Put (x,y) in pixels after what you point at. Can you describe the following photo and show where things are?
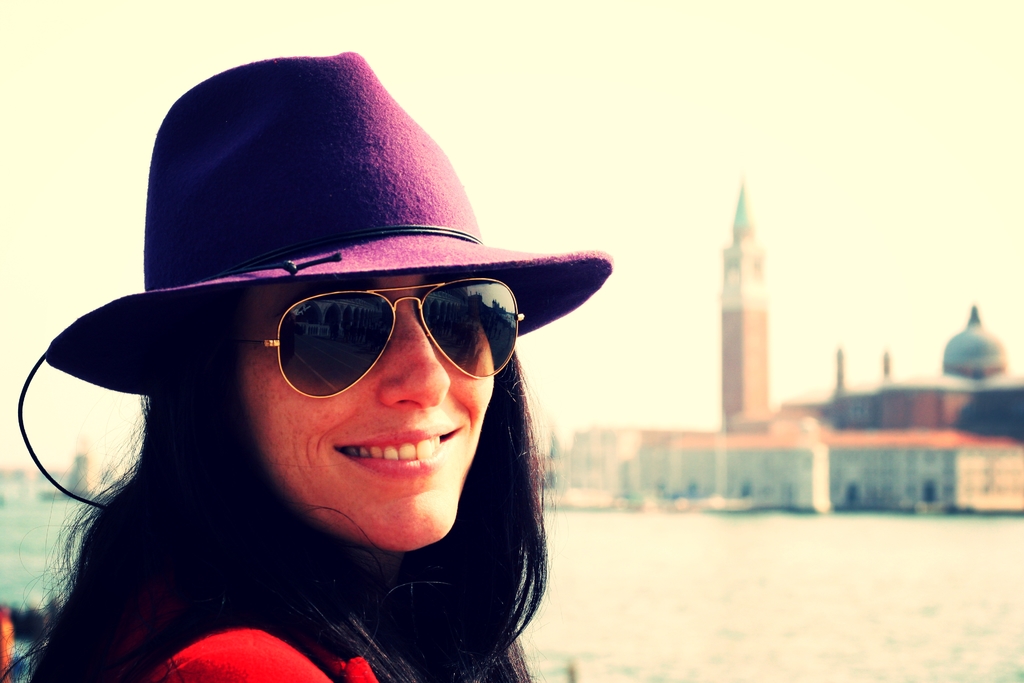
There is a lady (199,494) wearing goggles (298,366) and hat (347,190) is smiling. In the background (745,584) there is water (721,609), building (766,388) and sky (746,110).
